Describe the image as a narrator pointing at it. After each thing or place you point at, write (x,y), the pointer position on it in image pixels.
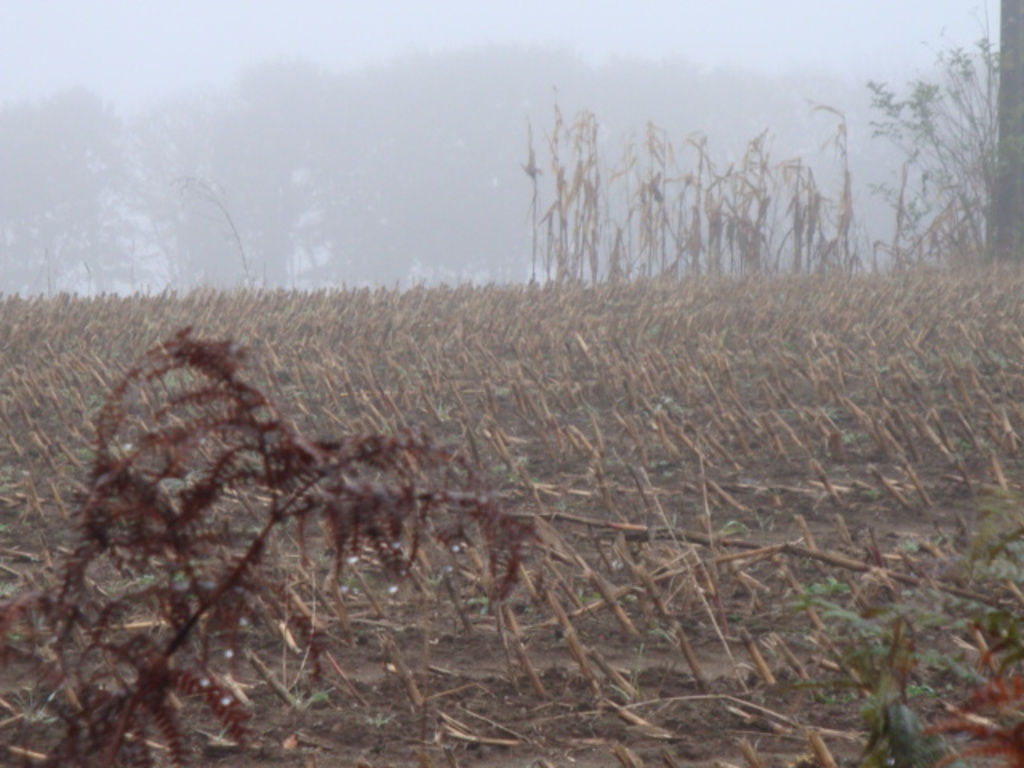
This image is taken outdoors. In the background (462,258) there are many trees (365,211). At the top of the image (267,24) there is the sky (778,12). In the middle of the image (487,376) there is a ground (803,657) with a few dry plants (215,390) and there are a few plants (851,199).
